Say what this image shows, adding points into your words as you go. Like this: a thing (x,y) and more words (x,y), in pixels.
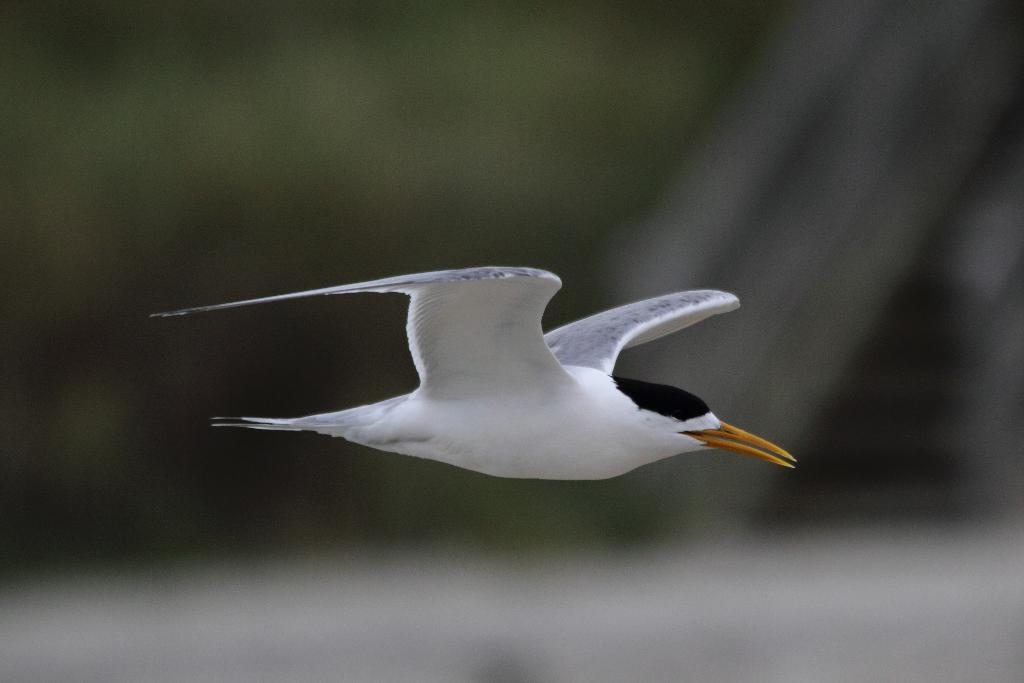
In the center of the image (555,373) we can see bird (626,415).
